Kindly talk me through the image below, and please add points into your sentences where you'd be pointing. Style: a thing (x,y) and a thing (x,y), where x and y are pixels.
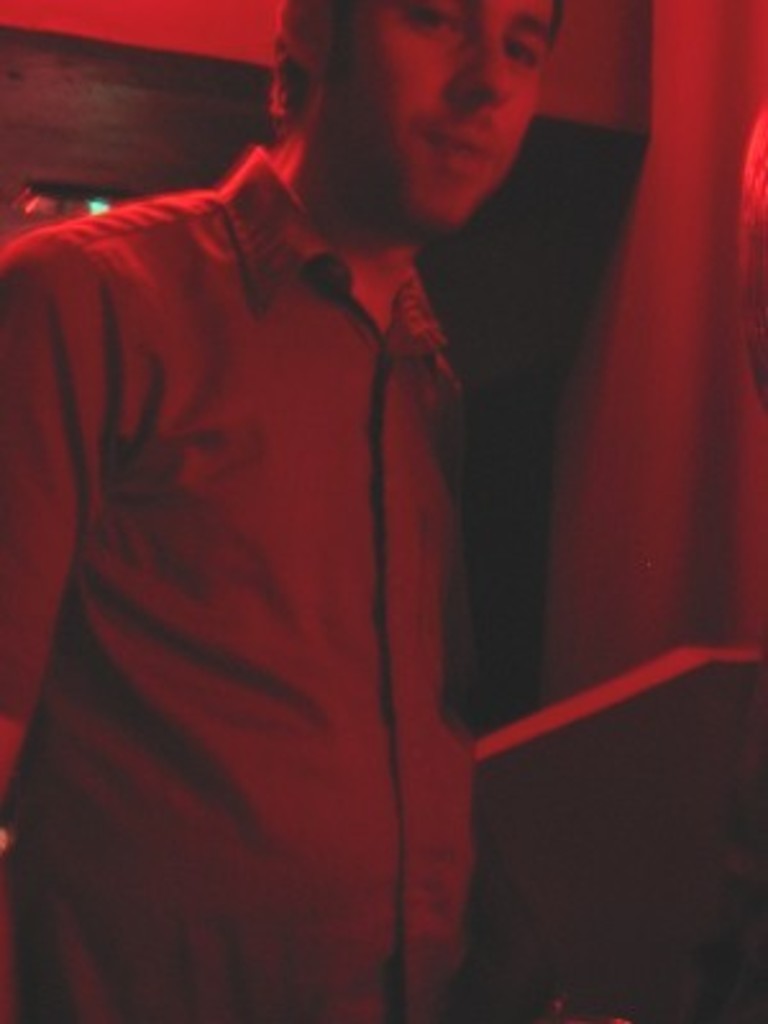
In the picture we can see a man (30,621) standing and wearing a shirt (266,469), behind him we can see a red color light (671,546) focus on him.
